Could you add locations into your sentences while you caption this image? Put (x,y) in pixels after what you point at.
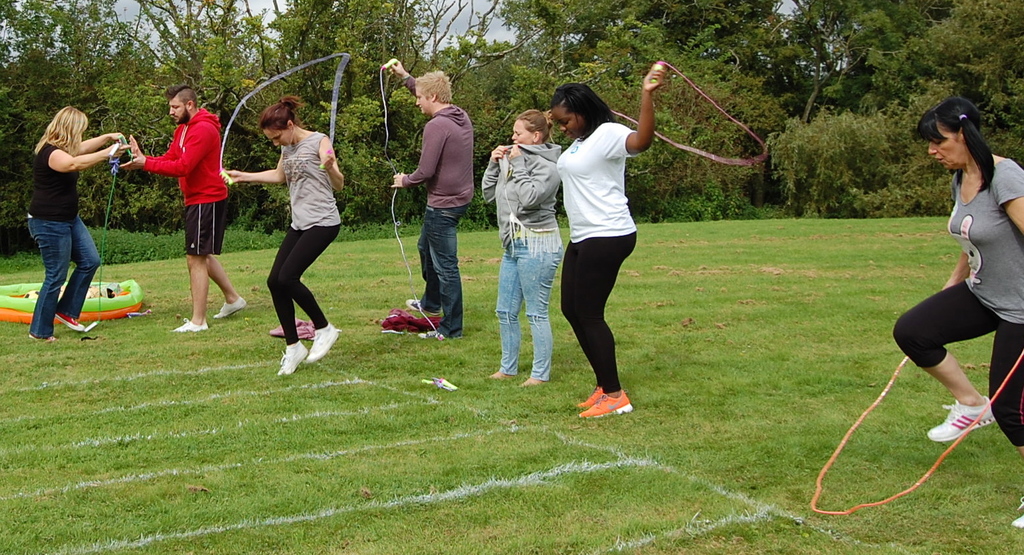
In this picture we can see a group of people (1012,415), some people (282,294) are skipping with ropes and in the background (505,0) we can see trees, sky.
